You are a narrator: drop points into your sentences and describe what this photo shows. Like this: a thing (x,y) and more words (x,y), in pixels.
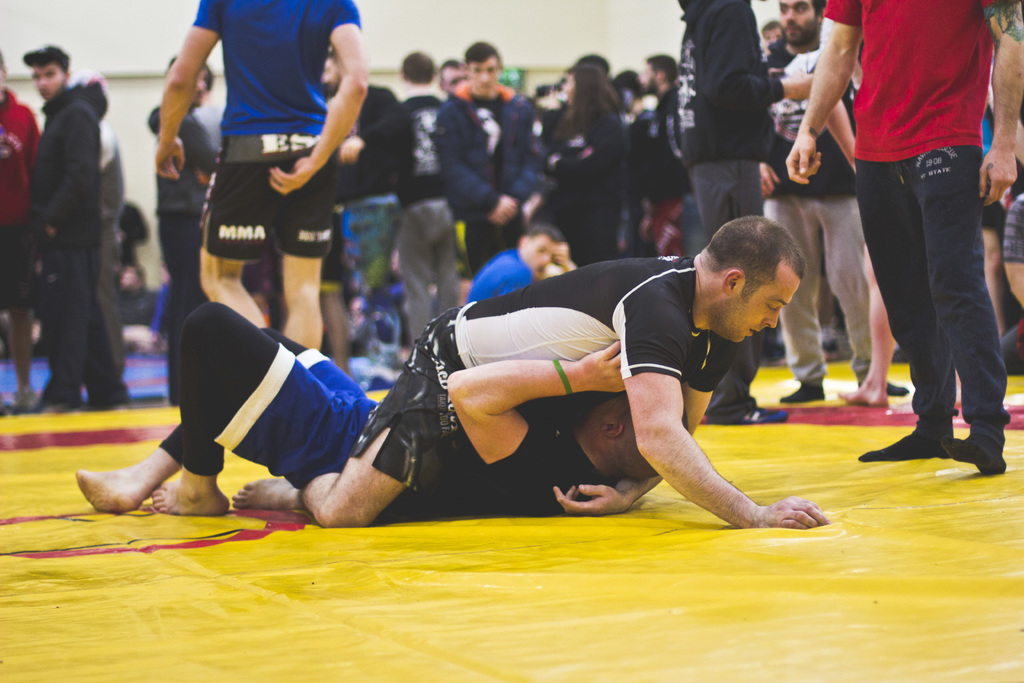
In this image in the center (560,324) there are two persons (510,402) who are fighting and in the background (366,117) there are some people (628,130) who are standing and there is a wall (525,39), at the bottom (413,553) there is floor (120,580). And in the background (355,282) some of them are standing.
